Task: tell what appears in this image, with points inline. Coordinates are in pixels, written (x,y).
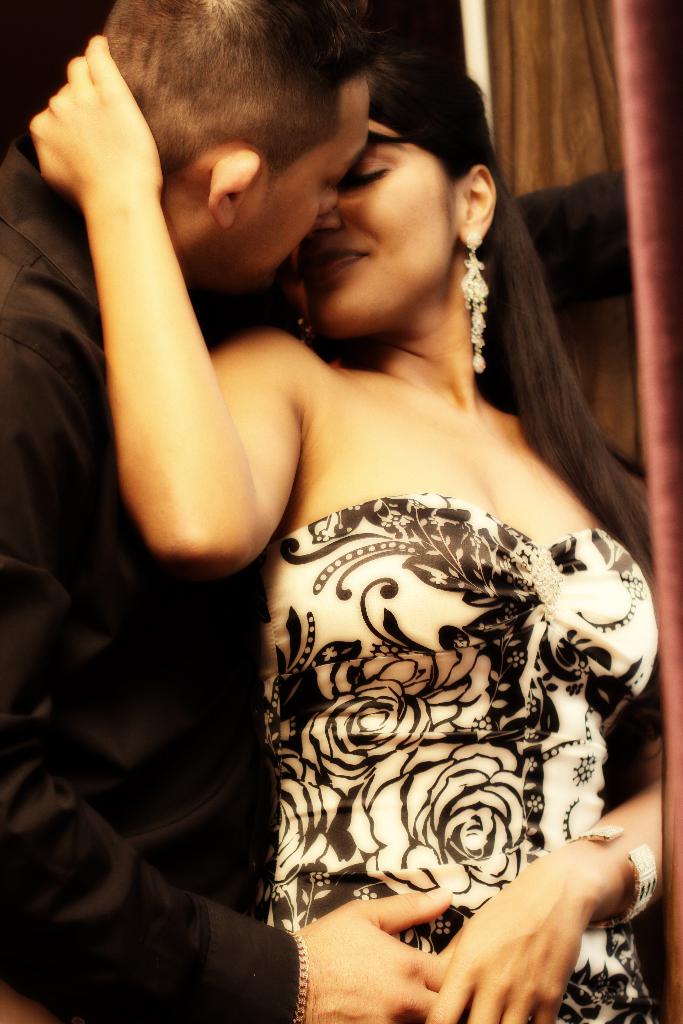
In this image, we can see two persons (80,482) wearing clothes (443,786).
